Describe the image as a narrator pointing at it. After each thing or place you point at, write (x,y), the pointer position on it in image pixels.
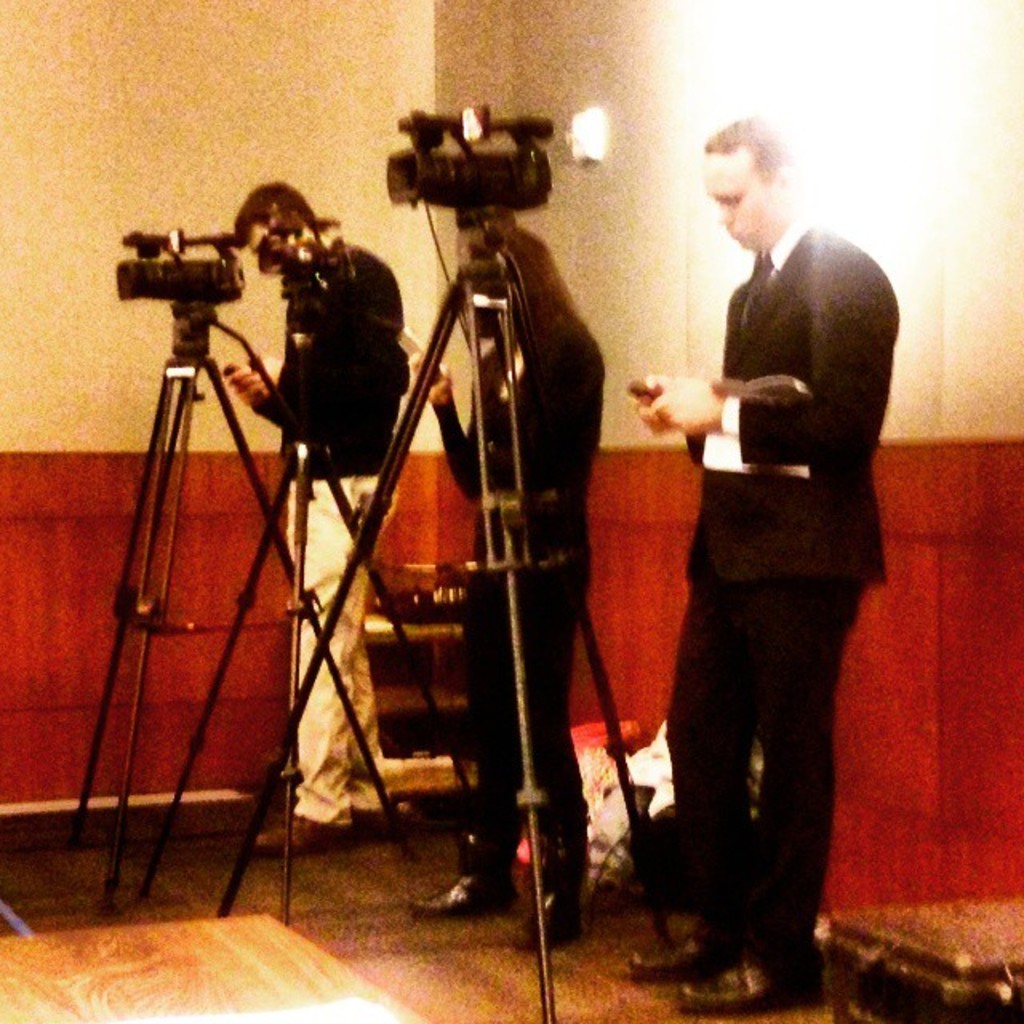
In this image we can see three persons (729,307) standing and holding the mobile phones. We can also see the cameras (486,174) with the stands (491,559). We can see the wall (566,129), light (586,128), floor (526,962) and also some other objects (238,964).
